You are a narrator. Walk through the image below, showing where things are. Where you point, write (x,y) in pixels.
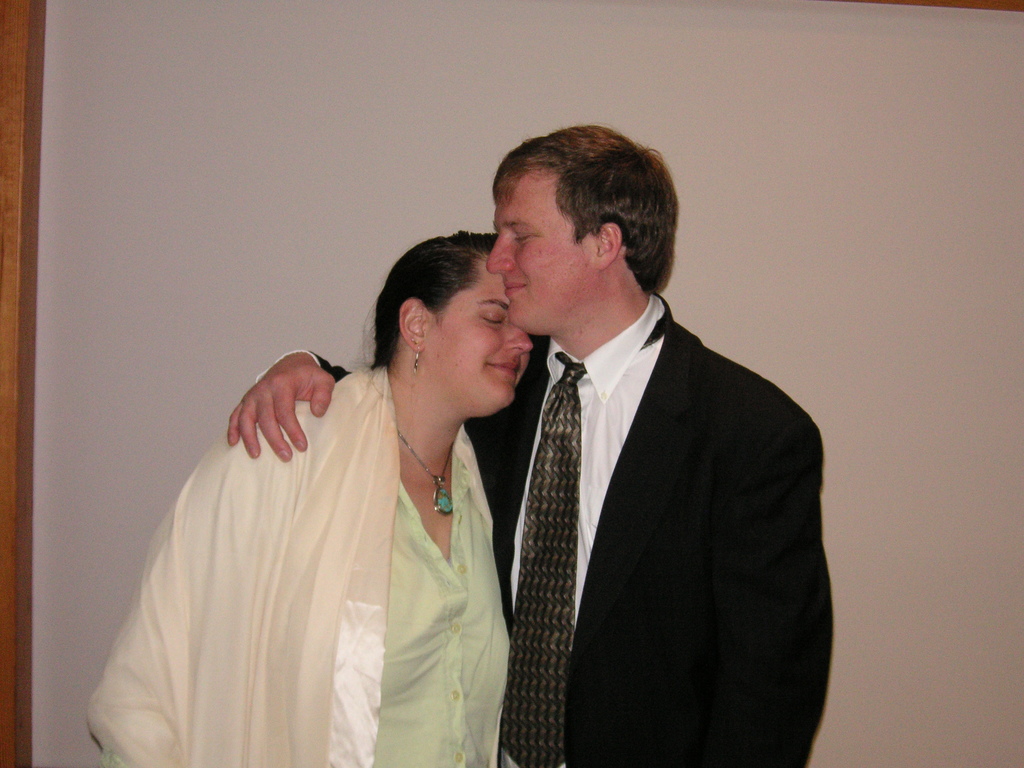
This picture is clicked inside. On the right (720,434) there is a person (707,387) wearing suit (653,576), tie (551,657) and standing on the ground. On the left (339,488) there is a woman (405,605) smiling and standing. In the background (252,272) there is a wall (884,169) and some wooden object (15,152).
